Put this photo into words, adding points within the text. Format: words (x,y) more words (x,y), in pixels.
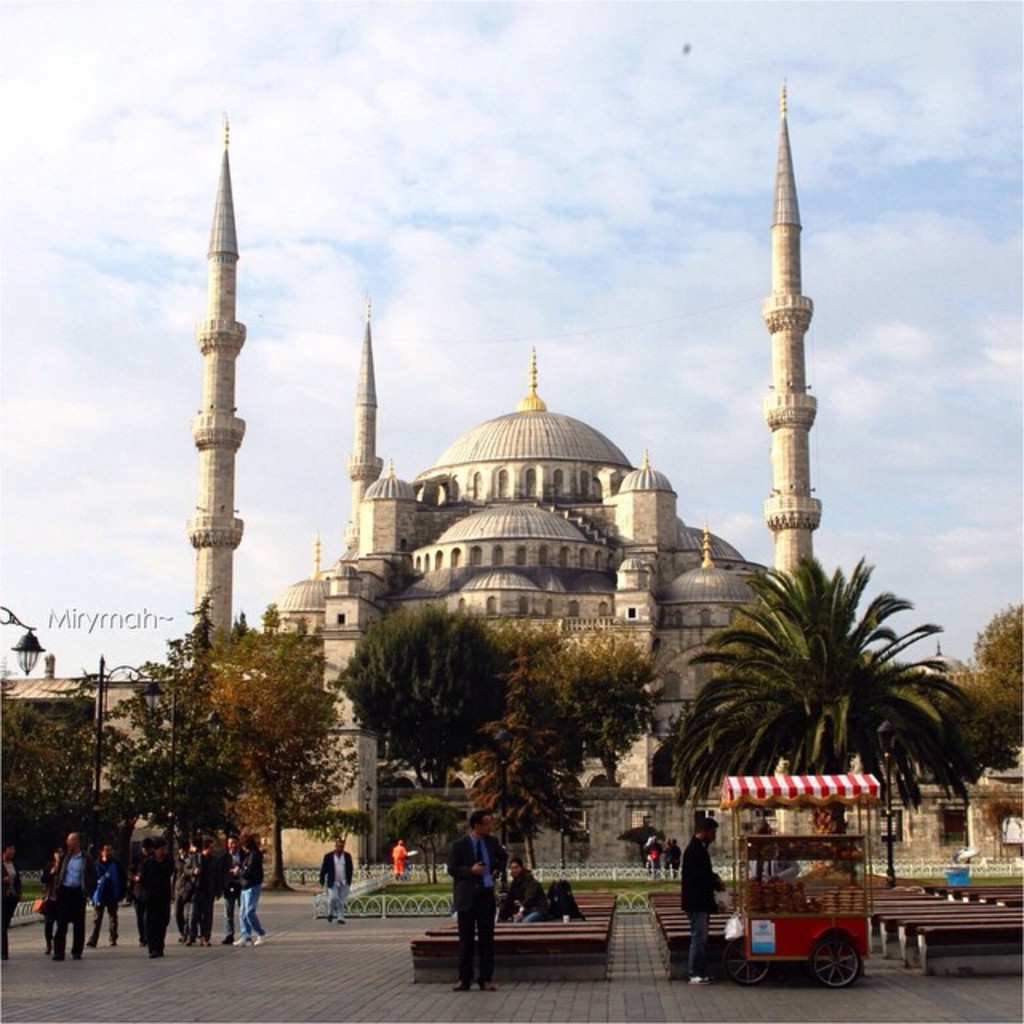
In this picture there are people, benches (433,969), and a cart (818,848) at the bottom side of the image (865,842) and there are trees (23,771) in the center of the image (565,680), there is sultan Ahmed mosque (224,499) in the background area of the image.
